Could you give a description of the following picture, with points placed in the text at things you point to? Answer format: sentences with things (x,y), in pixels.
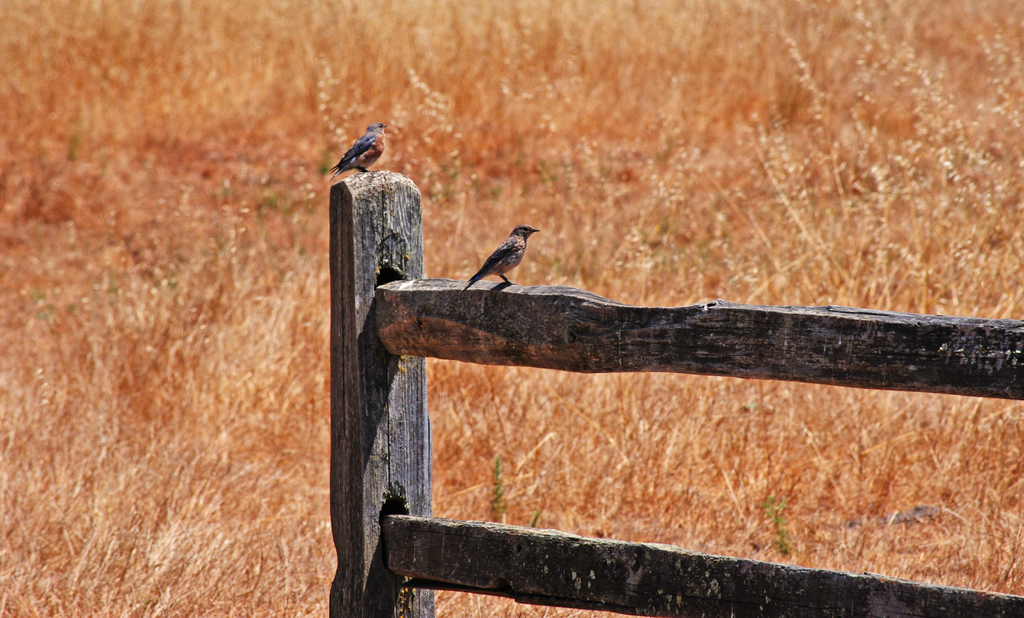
In this image we can see there are two birds (504,258) on the wooden fence (437,358) and there is dry grass (263,309) on the surface (199,317).
